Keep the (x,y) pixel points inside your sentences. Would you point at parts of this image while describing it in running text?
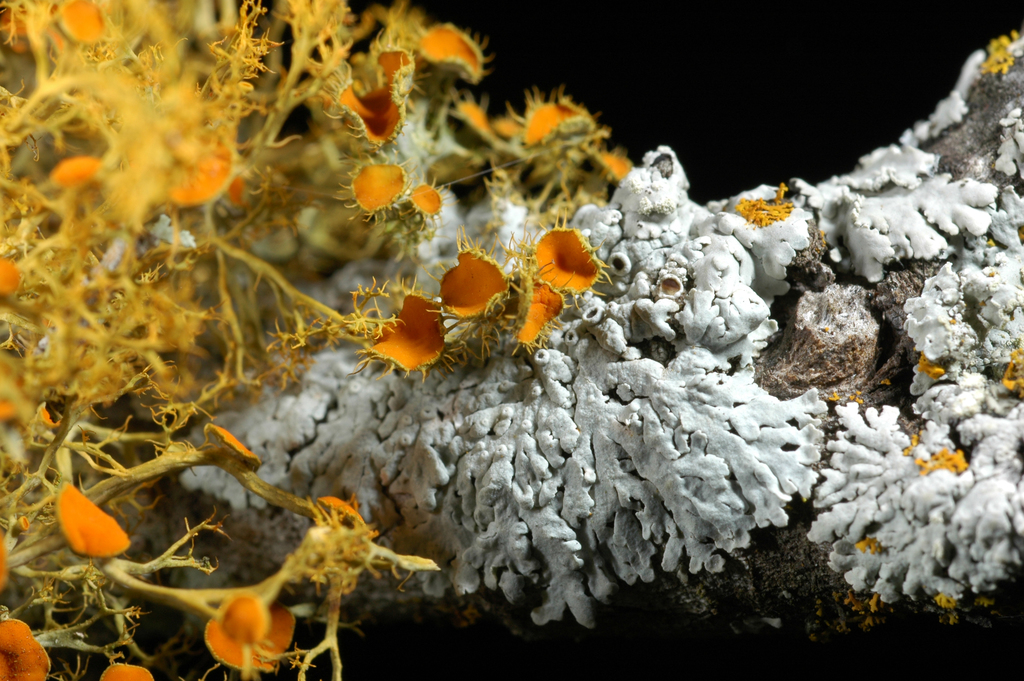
In the image in the center (466,309) we can see lichens (338,350), which is in yellow and white color.
